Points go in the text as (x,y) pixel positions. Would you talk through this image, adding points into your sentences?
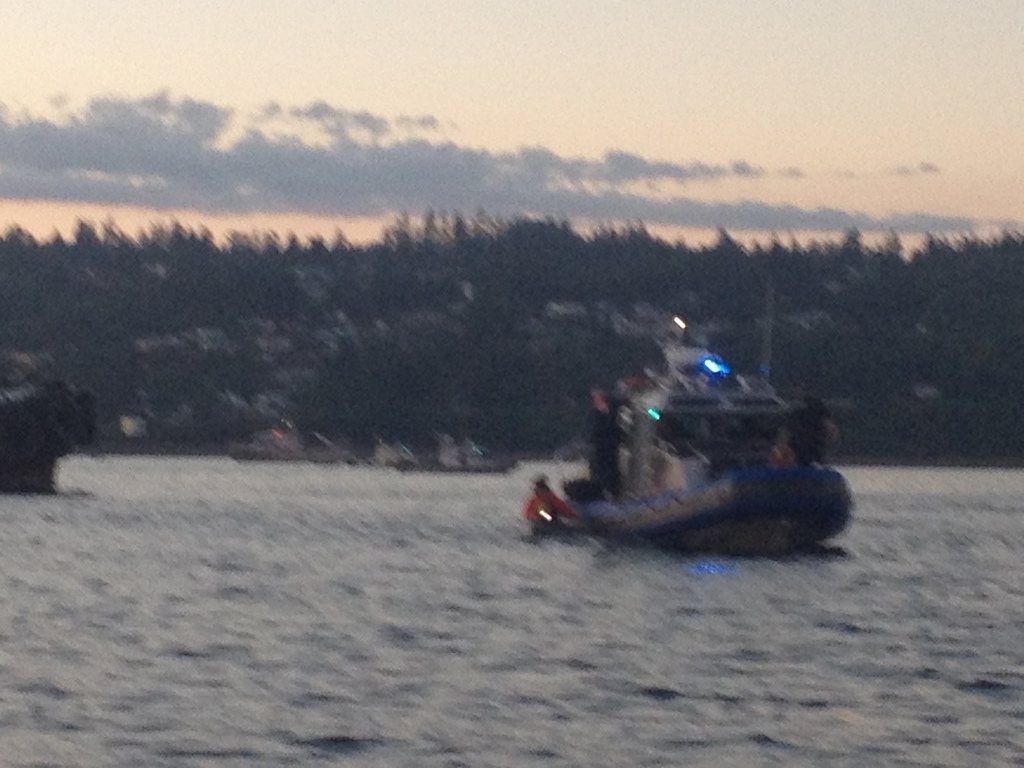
In this image I can see on the right side (753,488) a boat (704,475) is there in this water (759,557), few people (608,472) are there in that. At the back side (519,398) there are trees (391,380), at the top (499,139) it is the sky (455,199).
